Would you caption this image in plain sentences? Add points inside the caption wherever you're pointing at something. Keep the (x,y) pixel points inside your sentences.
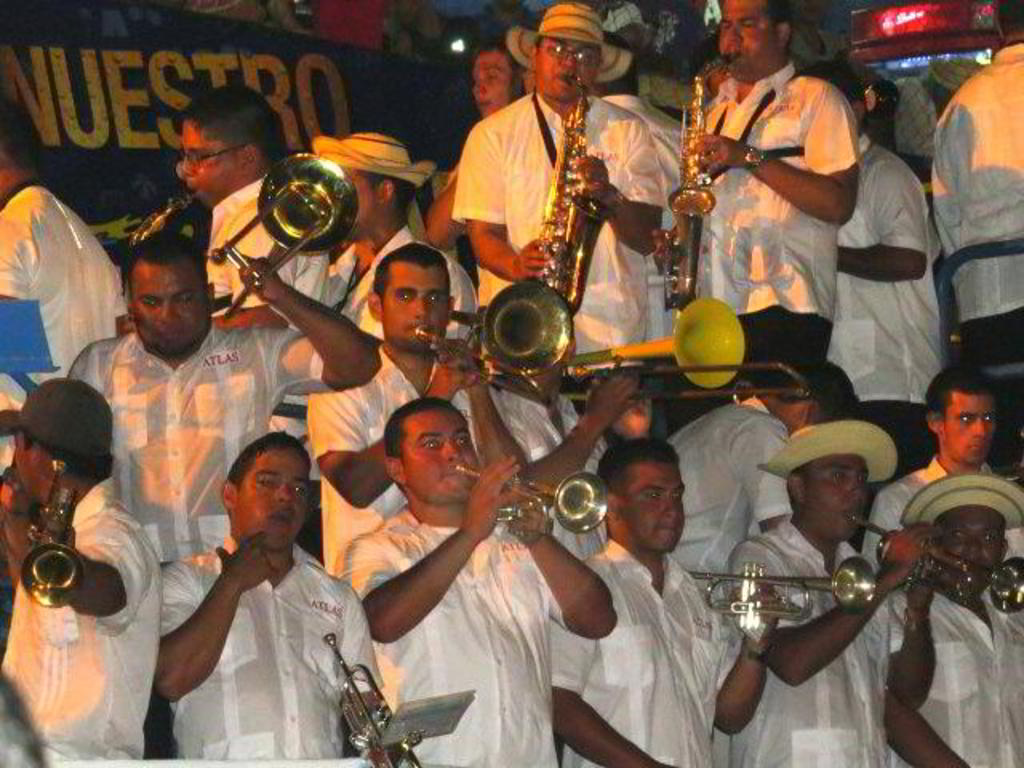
A group of people (956,735) are blowing the musical instruments (594,367), they wore white color shirts (484,546) and hats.
